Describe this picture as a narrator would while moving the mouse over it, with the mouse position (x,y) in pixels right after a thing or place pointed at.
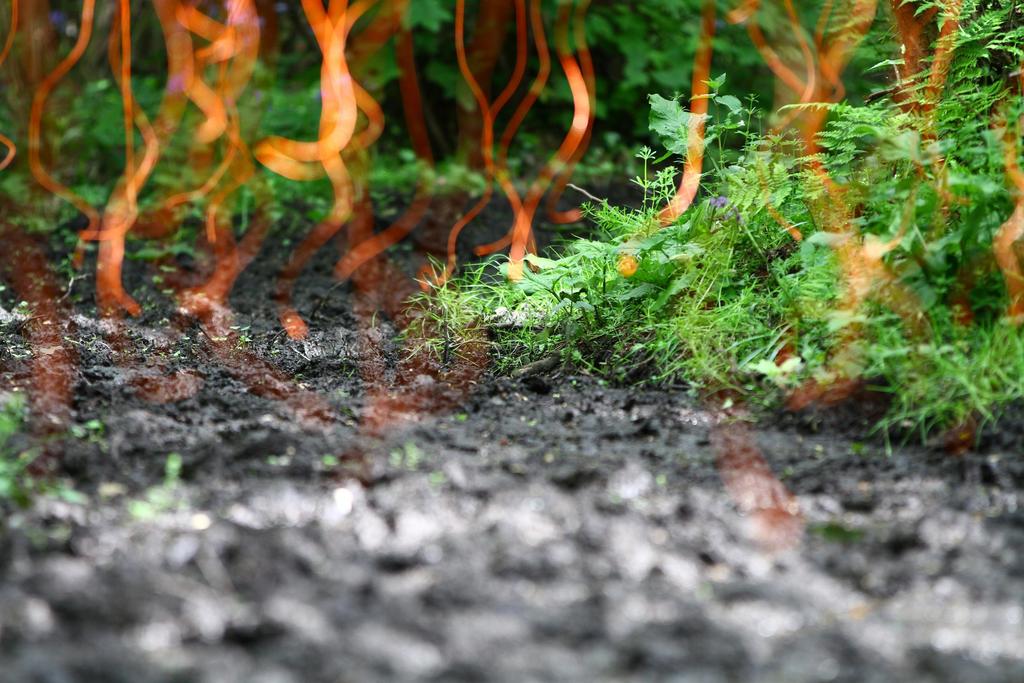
In this image we can see group of plants (711,114) and fire (111,239).
